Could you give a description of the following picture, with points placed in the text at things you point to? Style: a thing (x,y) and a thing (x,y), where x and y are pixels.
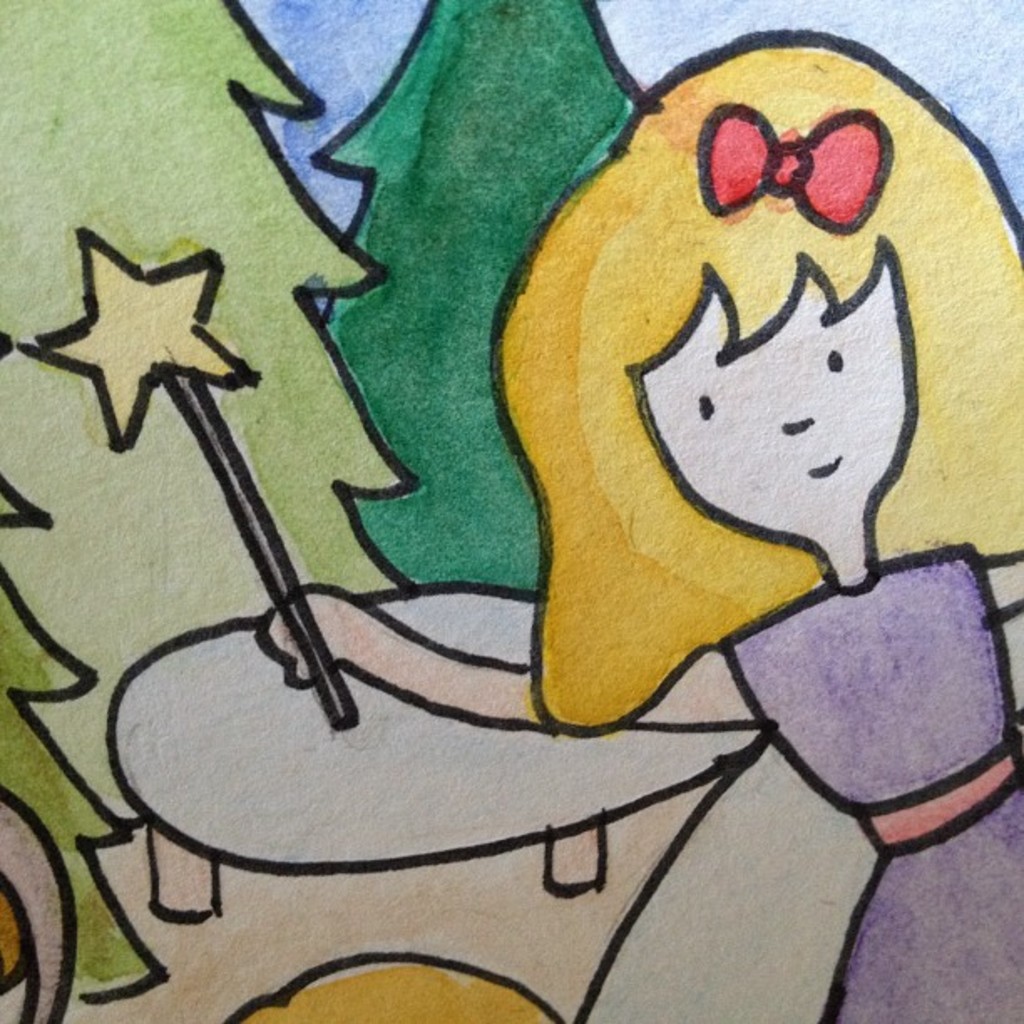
In this picture we can see a drawing (553,93). We can see the depiction of trees (579,136), a girl (671,552) holding an object (270,544) and a table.
